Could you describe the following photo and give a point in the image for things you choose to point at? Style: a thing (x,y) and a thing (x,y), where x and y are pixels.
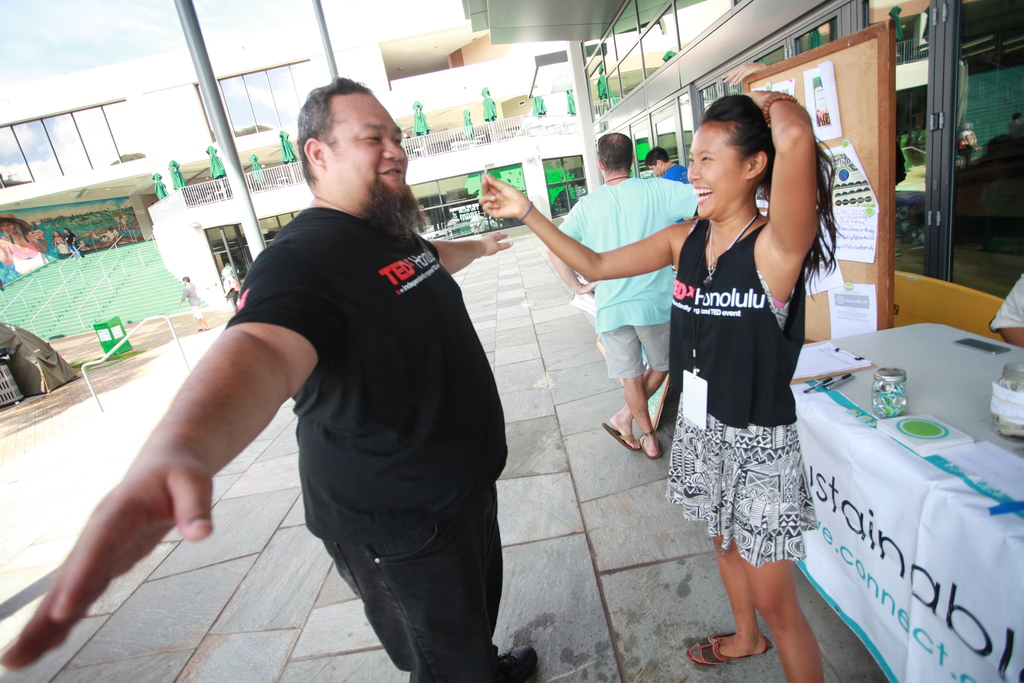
In this picture there are people (556,226) and we can see jars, clipboard (857,361), papers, pens (852,358) and banner (963,545) on the table (970,421). We can see glass windows (276,70), poles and posts (853,176) attached to a board (856,89). In the background of the image (170,272) we can see building (210,251), people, tent (46,361), railings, steps (146,268) and objects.
